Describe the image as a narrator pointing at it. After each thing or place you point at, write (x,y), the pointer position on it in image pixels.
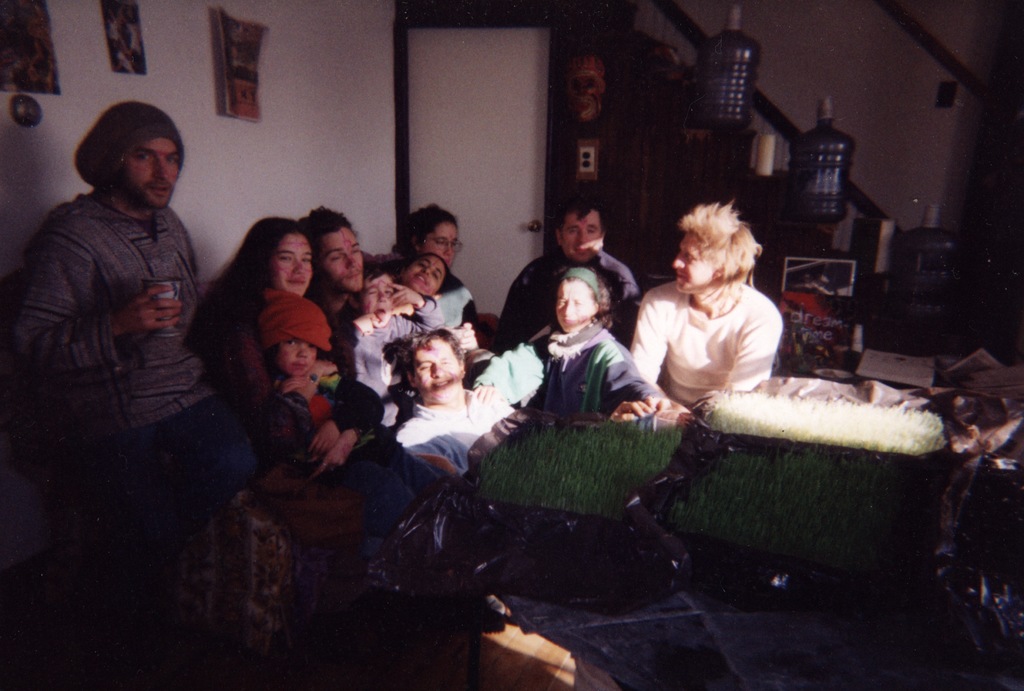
In this image I can see few children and few people (131,469) where one is standing and rest all are sitting. On the right side of this image (776,498) I can see few green colour things (543,481) and in the background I can see few water can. On the top left side of this image (12,83) I can see few posters (15,42) on the wall (348,114) and I can see this image is little bit in dark. I can also see a white colour door (541,34) in the background (426,46).
